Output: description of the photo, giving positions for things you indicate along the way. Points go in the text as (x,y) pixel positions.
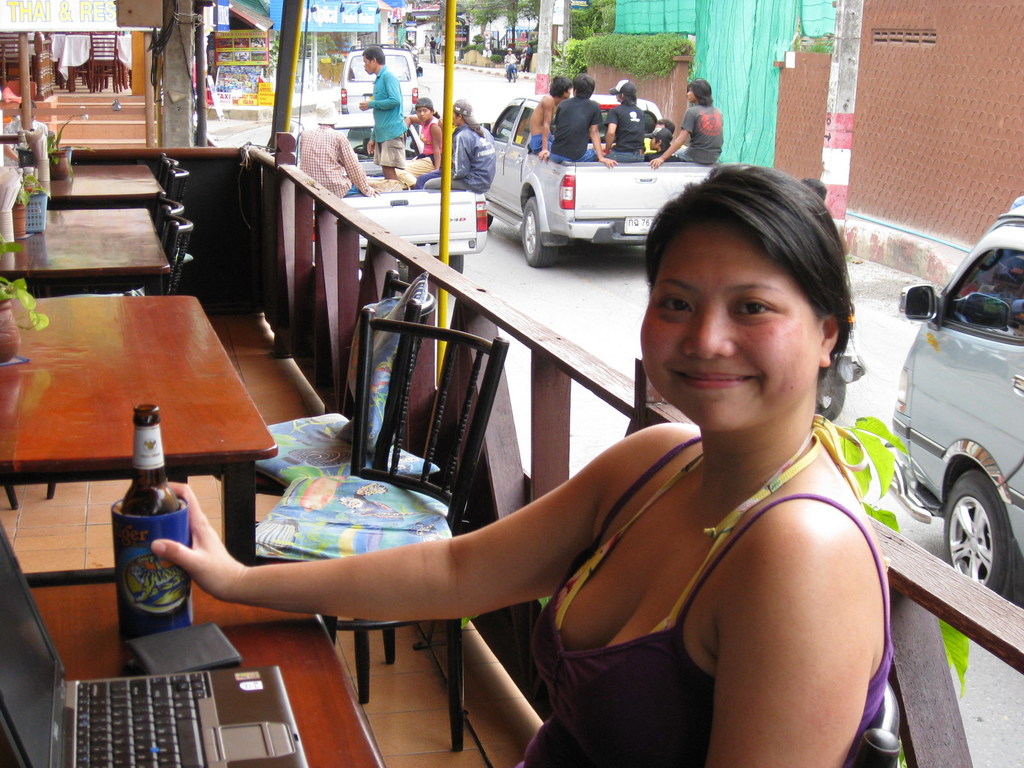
In the image we can see there is a woman (696,539) who is sitting on chair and on table (294,686) there is laptop (62,716) and a beer bottle (139,468) and at the back (429,164) people (357,166) are sitting on the car (348,139).
